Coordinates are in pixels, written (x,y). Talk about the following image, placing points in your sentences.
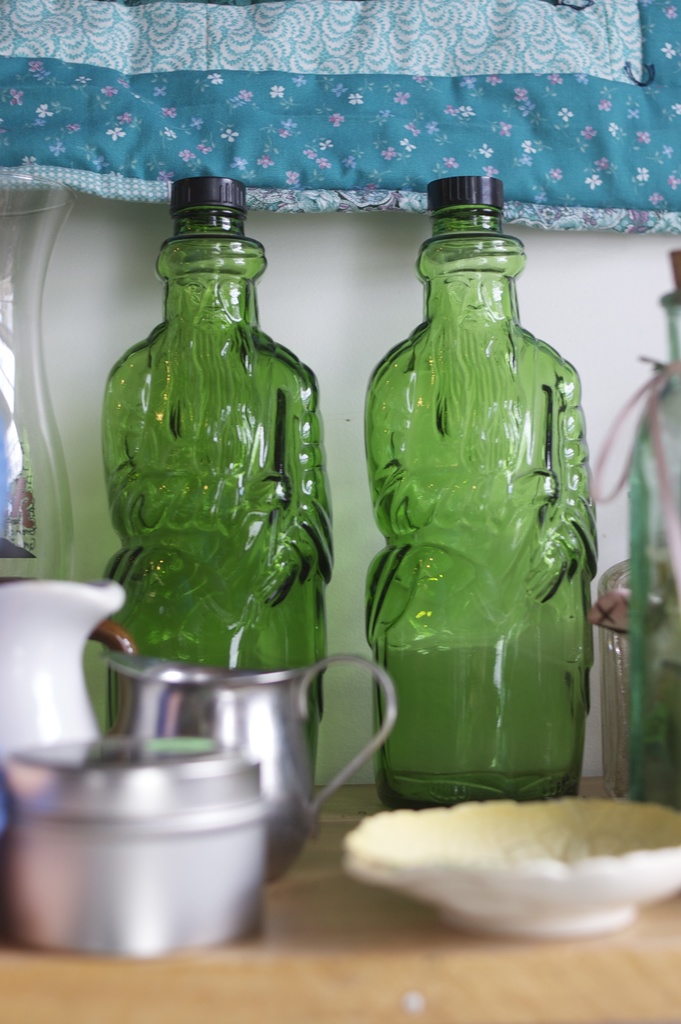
This picture is consists of two glass bottles (231,277), which are placed on the table (364,1013) green in color, there are other utensils (85,863) which are placed before the bottles (463,740), there is a blanket (86,164) above the area of the image.
